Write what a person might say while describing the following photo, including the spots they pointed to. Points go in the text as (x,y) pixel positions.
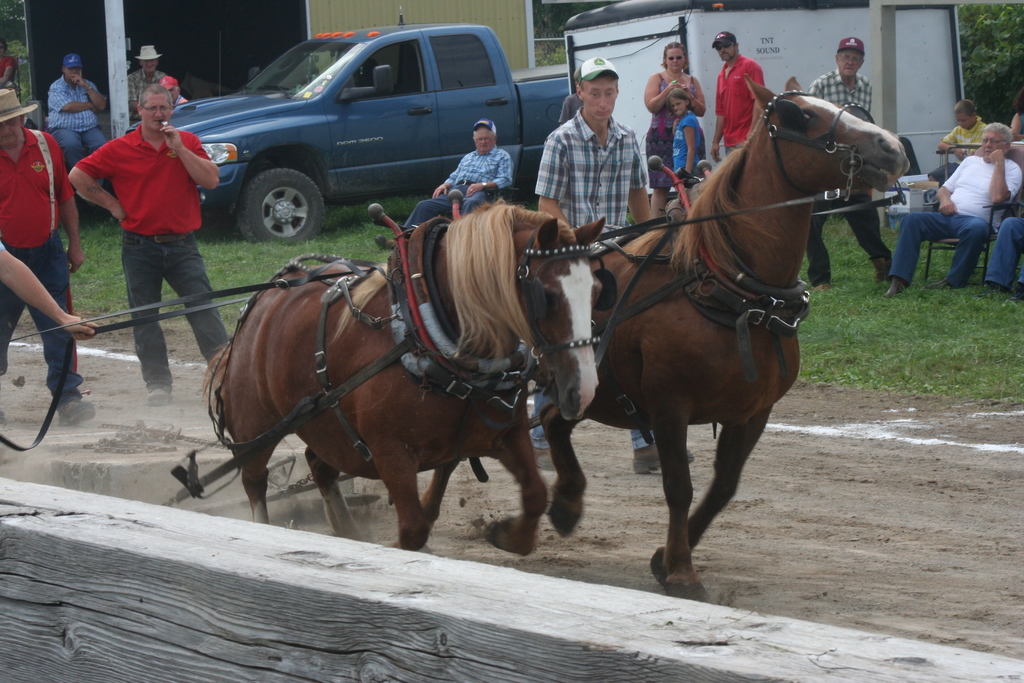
In the center of the image (410,240) there are horses (437,501). There are people (8,135) standing. At the bottom of the image (265,576) there is a wooden wall (239,662). To the right side of the image (889,586) there is sand (919,536). In the background of the image (990,190) there are people (992,175) sitting in chairs (1022,168). There is a building (210,67). There is a car (341,86). There is a pole (123,128).
